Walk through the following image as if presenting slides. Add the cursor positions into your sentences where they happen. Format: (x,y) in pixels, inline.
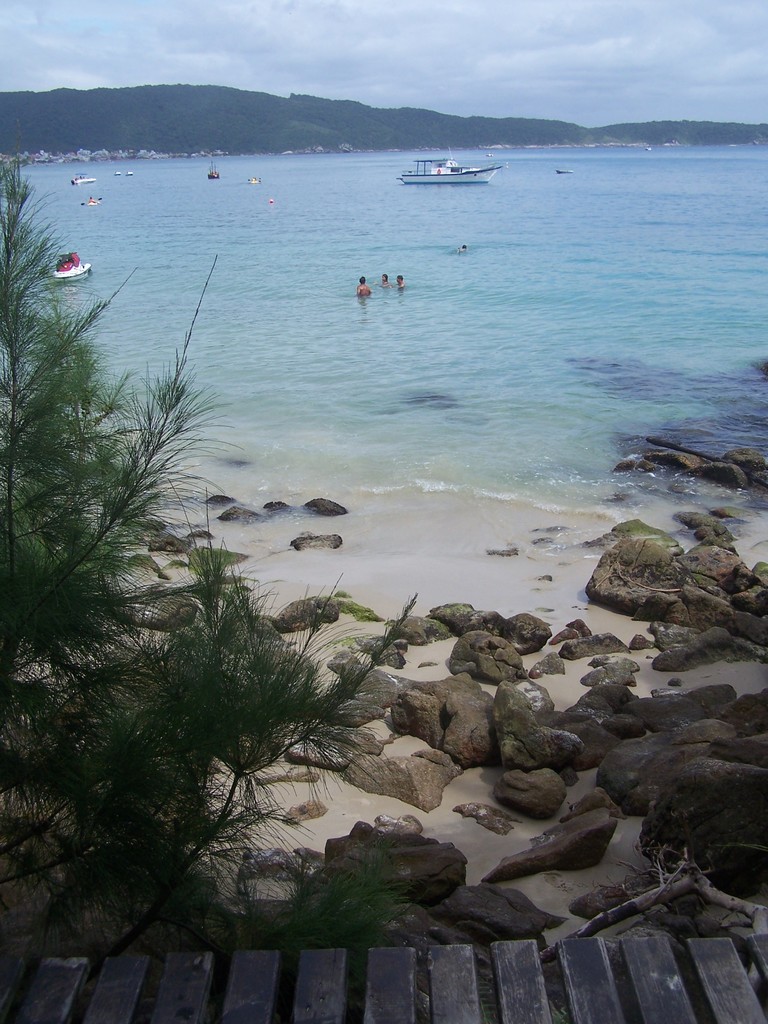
In this picture we can see trees (96,471) and rocks (348,710) in the front (477,724), there is water (473,369) in the middle (480,359), we can see boats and some people (363,282) in the water (323,247), in the background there is a hill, we can see the sky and clouds (326,41) at the top of the picture (325,89).
